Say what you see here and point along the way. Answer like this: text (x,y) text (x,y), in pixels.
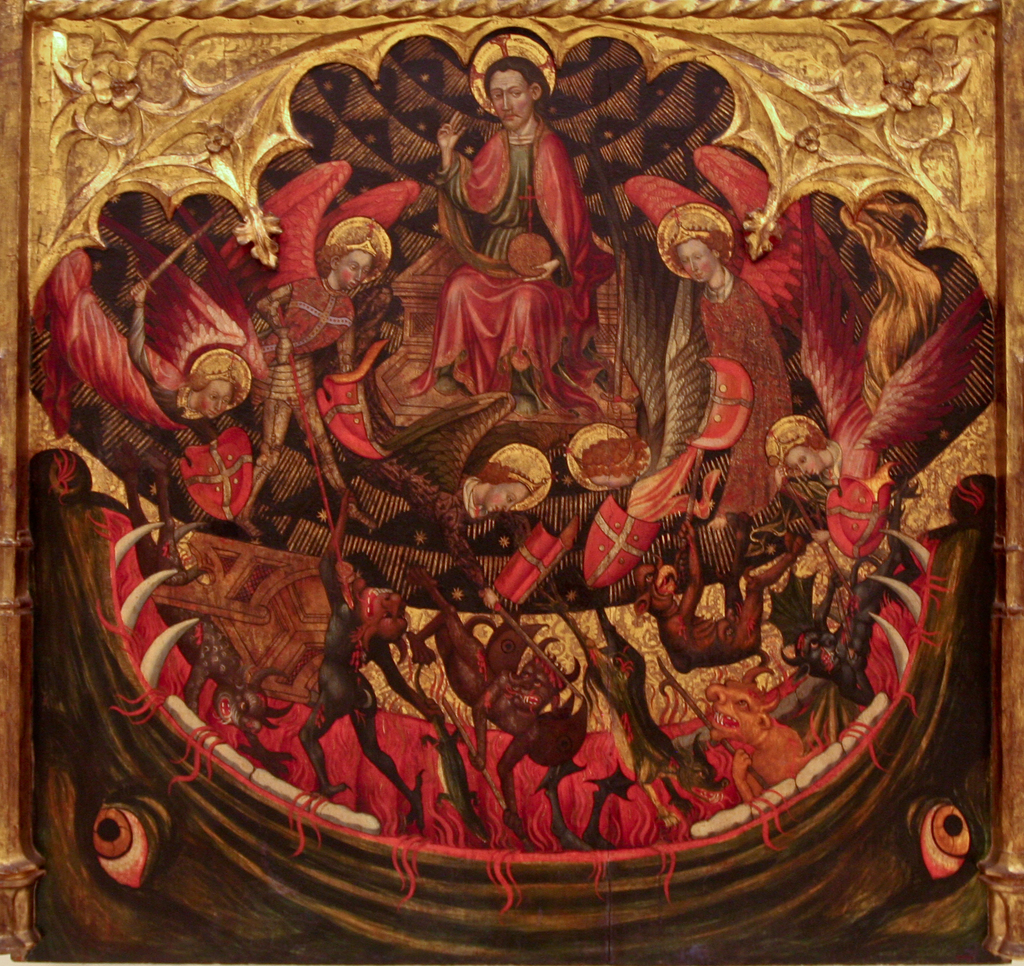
In this image there is an art (595,609) in the frame (143,56). In this image there are few persons (516,343) in the middle (511,406). At the bottom (538,771) there is an animal (180,814) which opened its mouth (204,728). It has two eyes (143,857) on either side of the image.
